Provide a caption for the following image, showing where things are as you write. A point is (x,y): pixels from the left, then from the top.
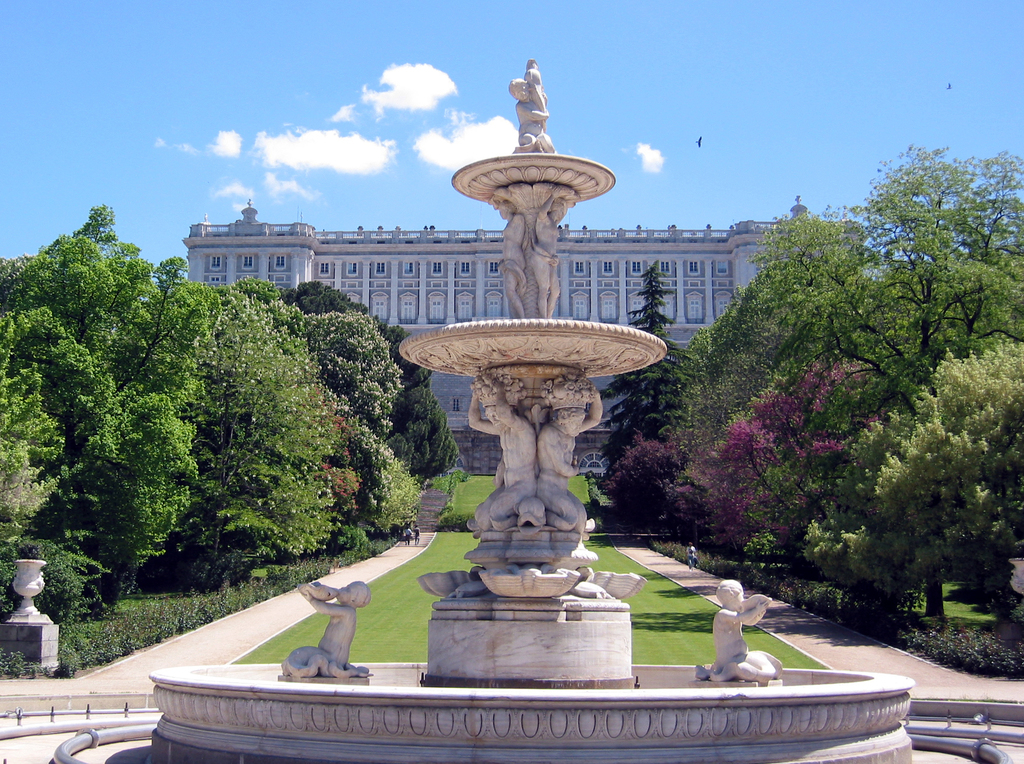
In this image I can see a statue (526,453). On the left (220,448) and right side (750,338), I can see the trees (692,387). In the background (503,289), I can see a building (478,271) and clouds (283,140) in the sky (315,65).
